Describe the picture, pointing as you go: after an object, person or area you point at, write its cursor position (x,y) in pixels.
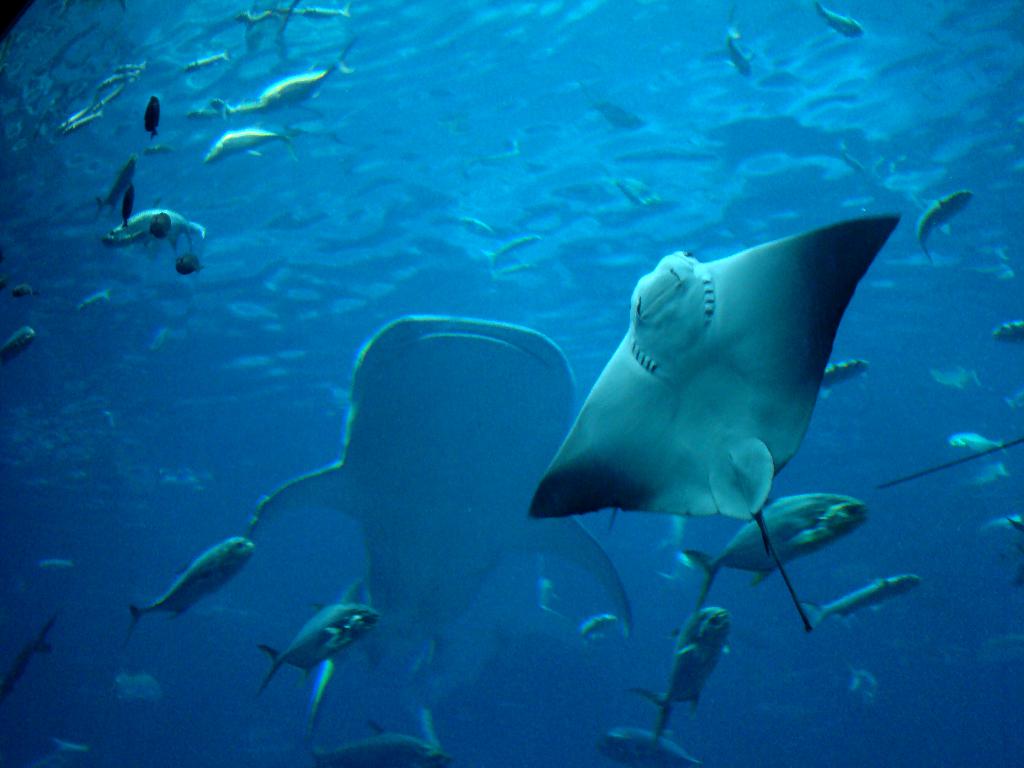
In this image, we can see so many fishes (426,325) in the water (251,710).
